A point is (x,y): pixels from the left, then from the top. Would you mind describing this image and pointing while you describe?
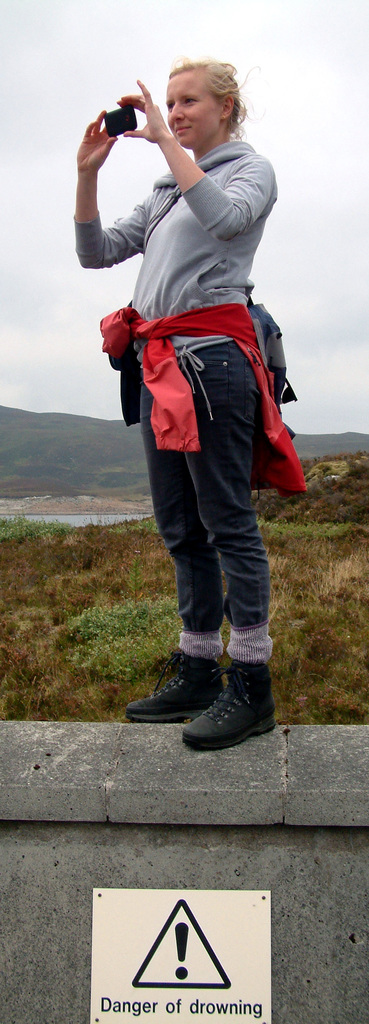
In the picture there is a person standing on the wall (232,868), there is a board (248,960) with the text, beside there are plants (45,651), there is water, there is a cloudy sky (89,75).
